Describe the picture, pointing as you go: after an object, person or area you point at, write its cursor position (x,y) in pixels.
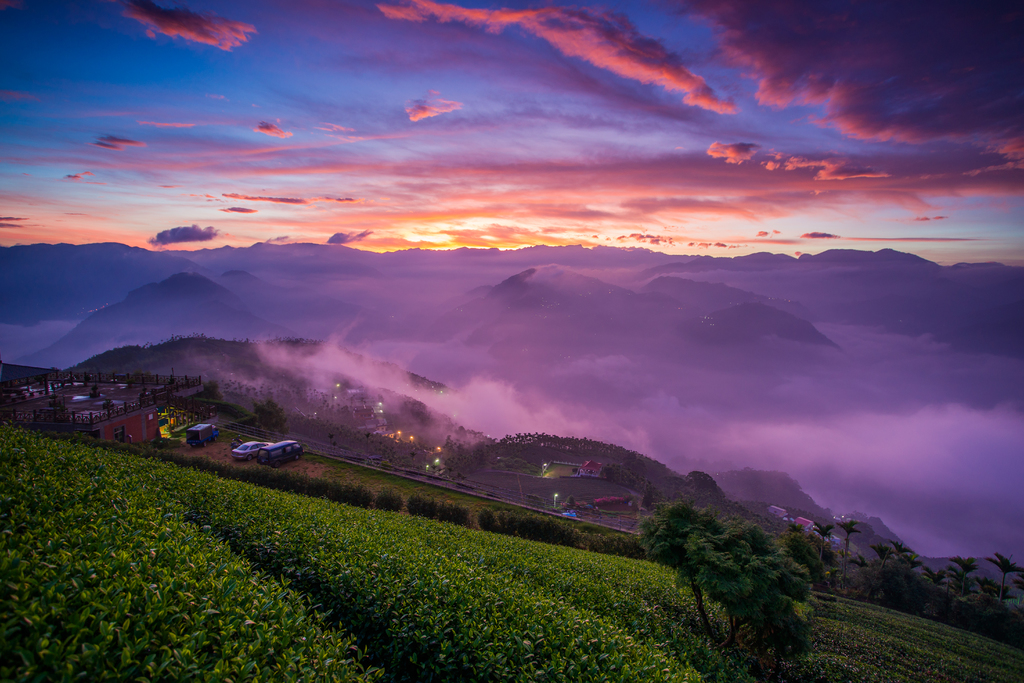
In this image I can see the plants (228,584). To the side of the plants (192,524) there are vehicles (240,454) on the ground (322,469). And I can also see many trees (735,590), mountains (493,337), clouds (405,175) and the sky (456,144) in the back (279,343). I can also see smoke (558,411) in this image.
